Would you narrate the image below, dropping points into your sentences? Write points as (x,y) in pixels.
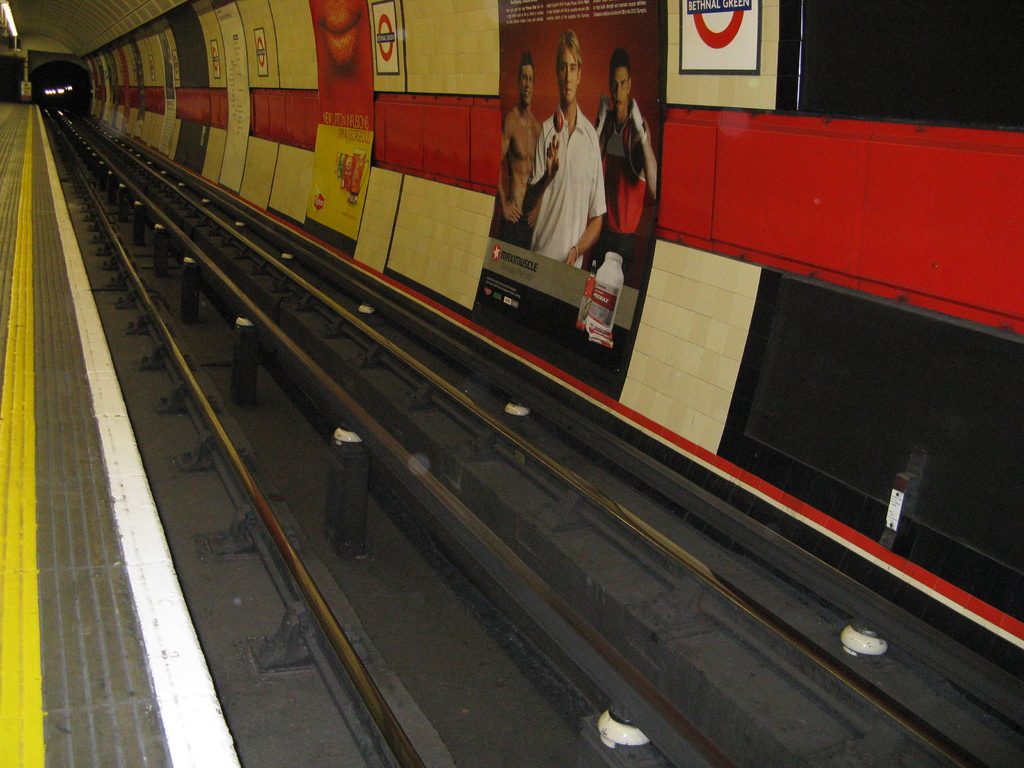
Here we can see a train track (592,569). Posters (551,256) are on the wall (793,136).
